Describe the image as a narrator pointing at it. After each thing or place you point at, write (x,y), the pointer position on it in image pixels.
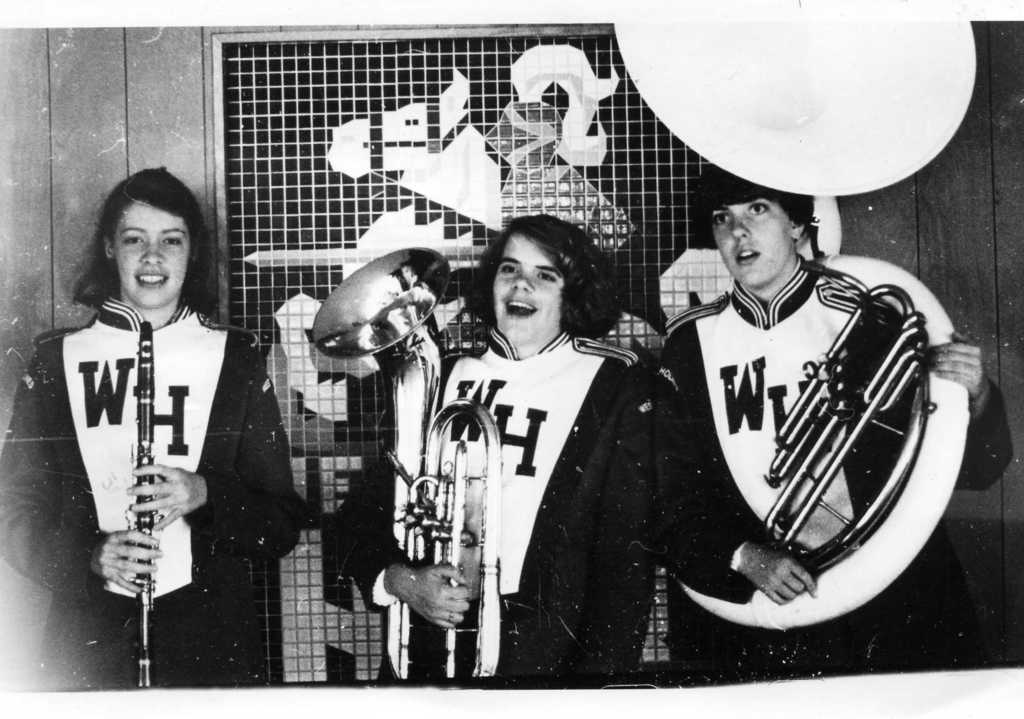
This is a black and white image. In this picture we can see three persons (499,288) are standing and wearing costume (649,413) and holding the musical instruments (909,464). In the background of the image (1022,115) we can see the wall (26,314) and mesh (472,132).
